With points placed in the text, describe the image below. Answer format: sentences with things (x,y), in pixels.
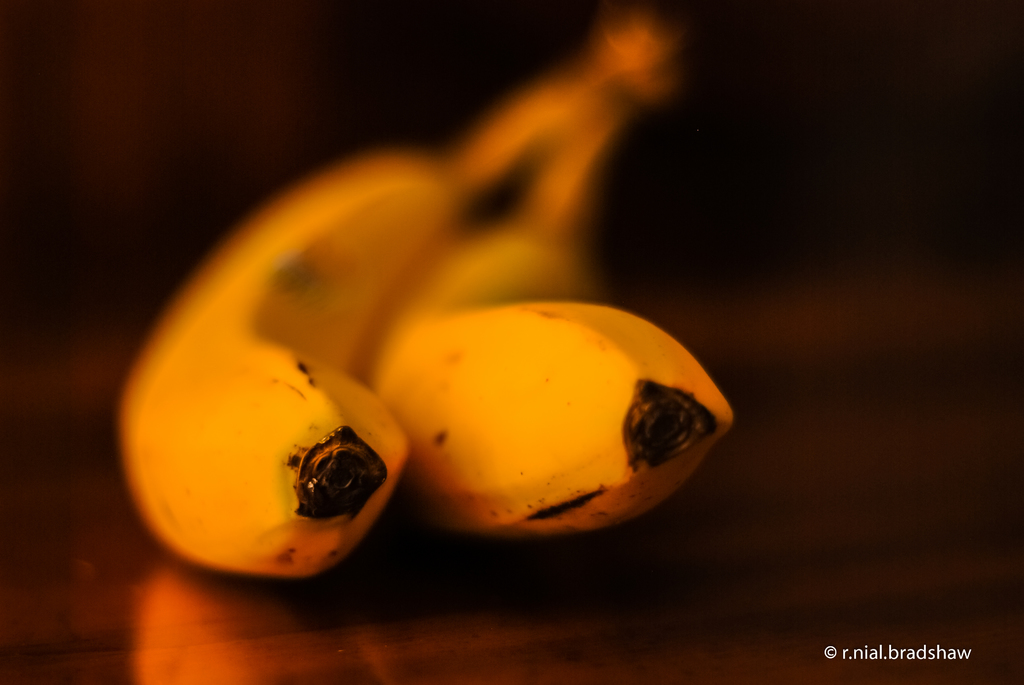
In this image I can see two bananas (317,353). The background (855,263) is in black color. In the bottom right (884,654) there is some edited text (914,655).
